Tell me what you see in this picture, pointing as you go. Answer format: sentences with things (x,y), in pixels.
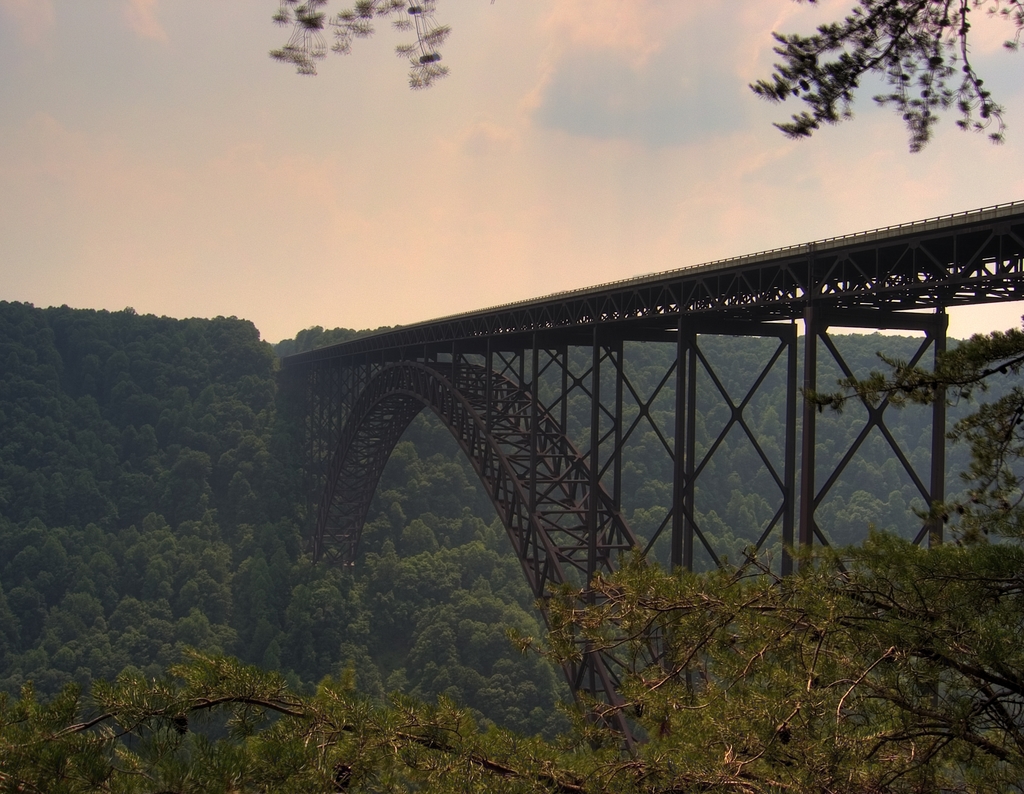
In this image I can see a bridge (507,395) which is in black and brown color. I can see trees (217,347). The sky (527,155) is in blue and white color.
